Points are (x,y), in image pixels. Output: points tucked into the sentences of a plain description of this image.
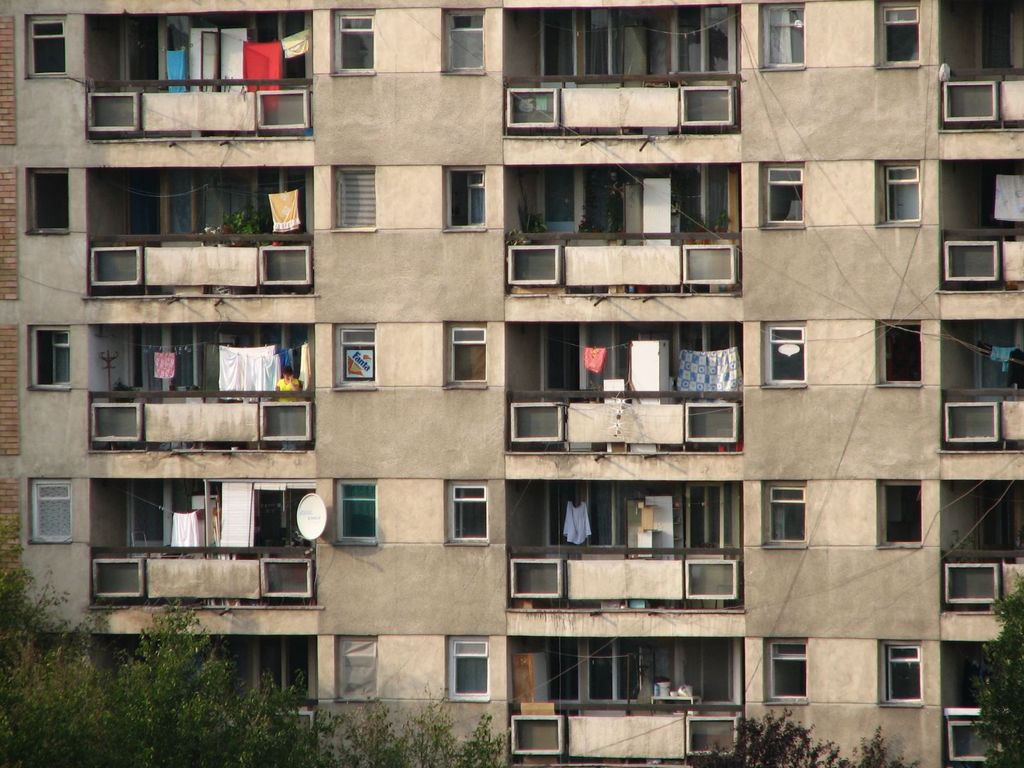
In the image there is a building (328,454) with walls (461,304), windows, balconies (604,266) and ropes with many clothes (271,383). There is a dish antenna (300,522). At the bottom of the image (67,725) there are branches (760,721) with leaves (270,730).
